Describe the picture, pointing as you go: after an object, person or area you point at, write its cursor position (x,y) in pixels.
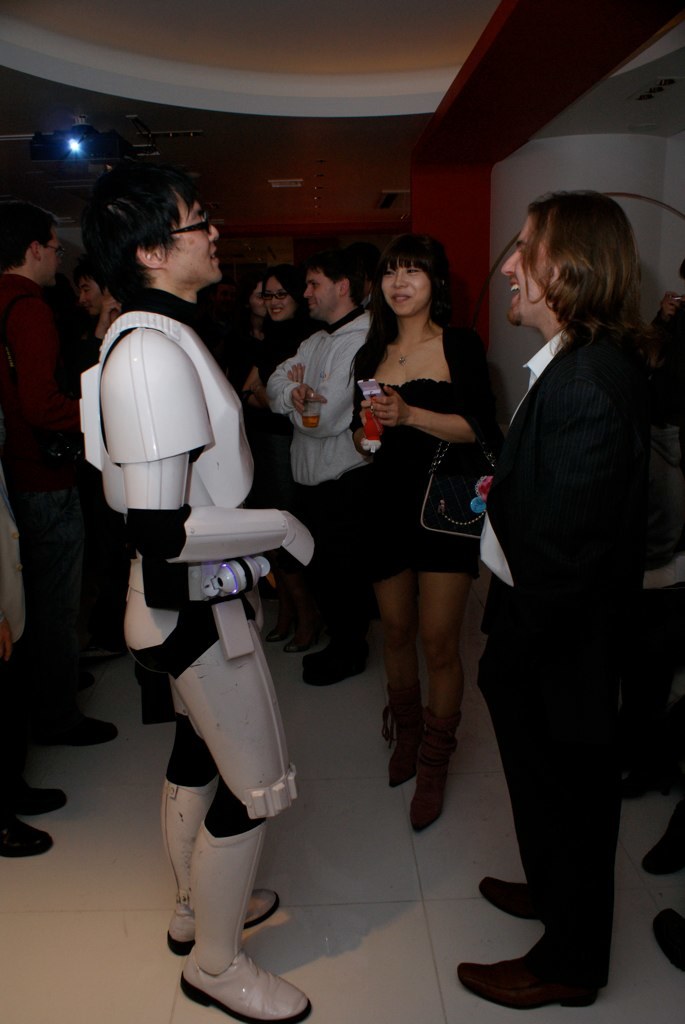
Here we can see a group of people (396,338). These people (205,236) are smiling. On top (90,140) there is a focusing light (63,134).
